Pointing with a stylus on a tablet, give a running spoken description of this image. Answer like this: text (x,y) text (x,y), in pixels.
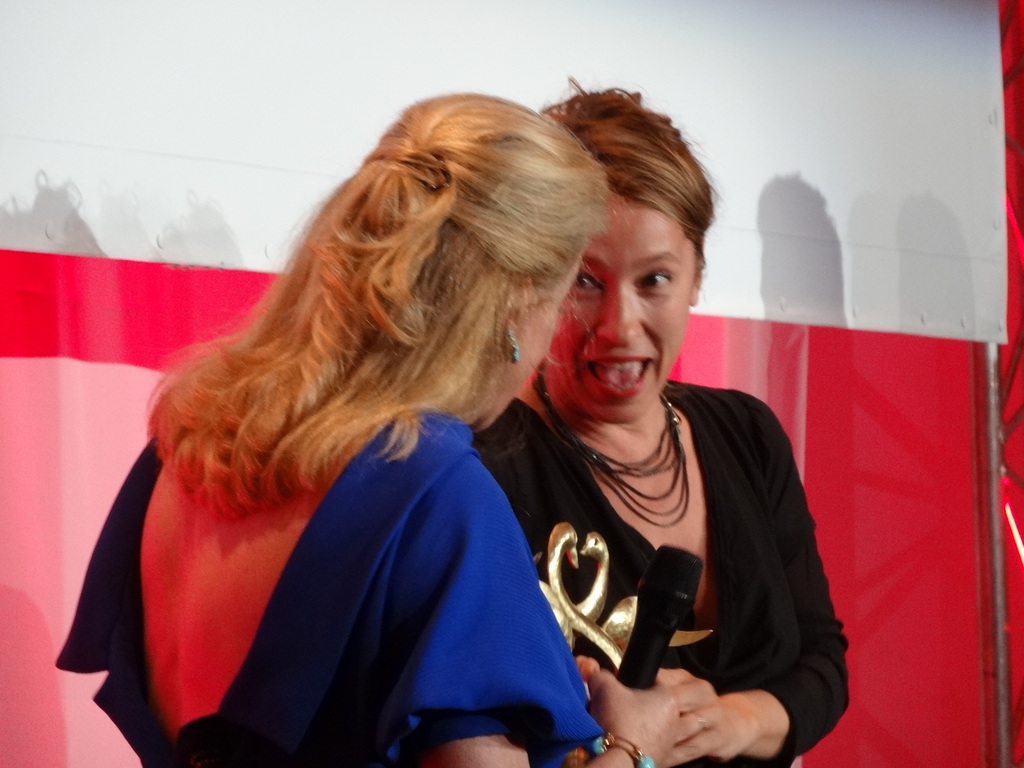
In this picture we can see a two women (384,597) standing. A woman (384,609) is holding a microphone (640,652). Behind the women (487,296), it looks like a banner (792,118) and a pole (994,628).
